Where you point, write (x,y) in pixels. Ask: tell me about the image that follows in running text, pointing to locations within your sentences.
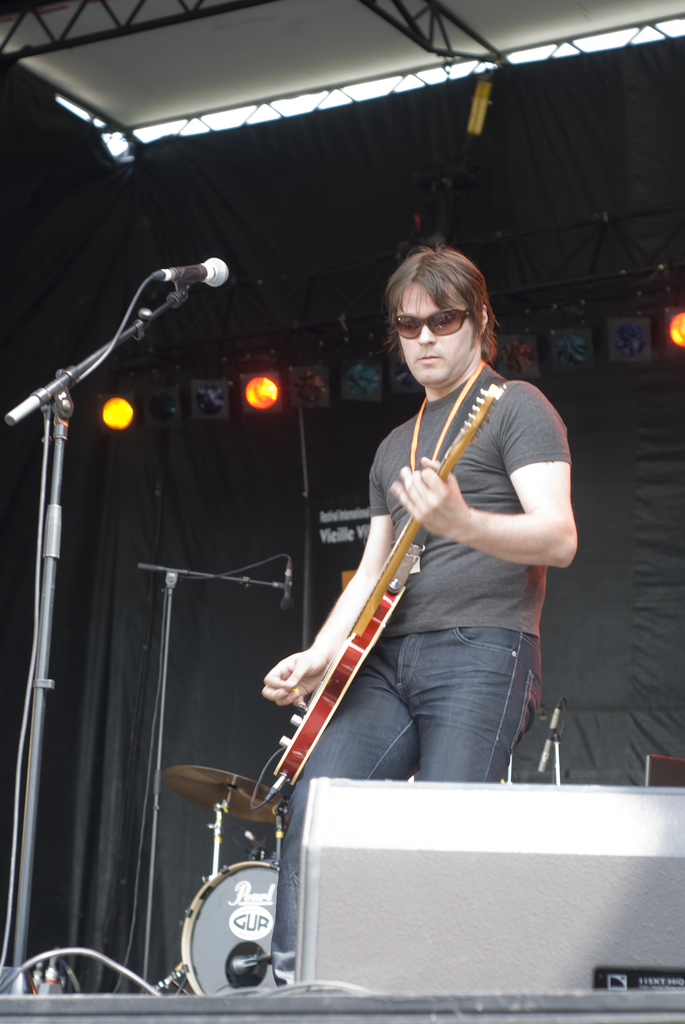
In this image i can see a man (390,734) is playing a guitar (454,446) in front of a microphone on the stage (20,999).
